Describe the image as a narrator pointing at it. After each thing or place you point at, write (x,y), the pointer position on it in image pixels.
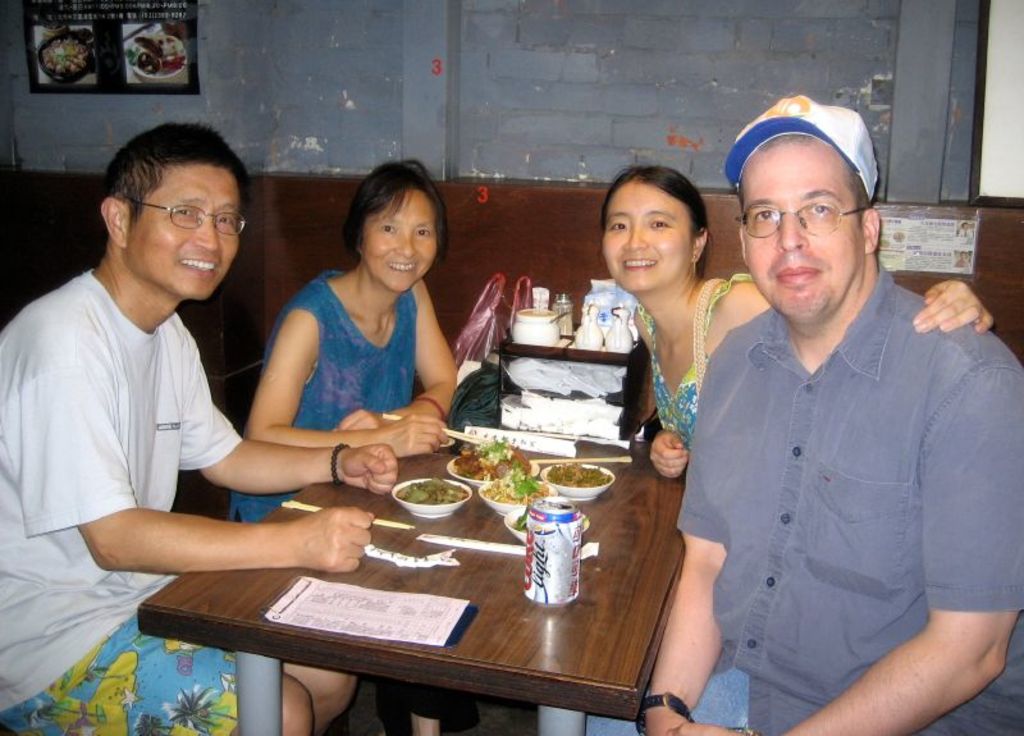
This picture shows four people (20,387) two women (668,333) and two men (236,193) and we see a table (534,691) on the table (602,497) we see food (518,495) and a tin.
